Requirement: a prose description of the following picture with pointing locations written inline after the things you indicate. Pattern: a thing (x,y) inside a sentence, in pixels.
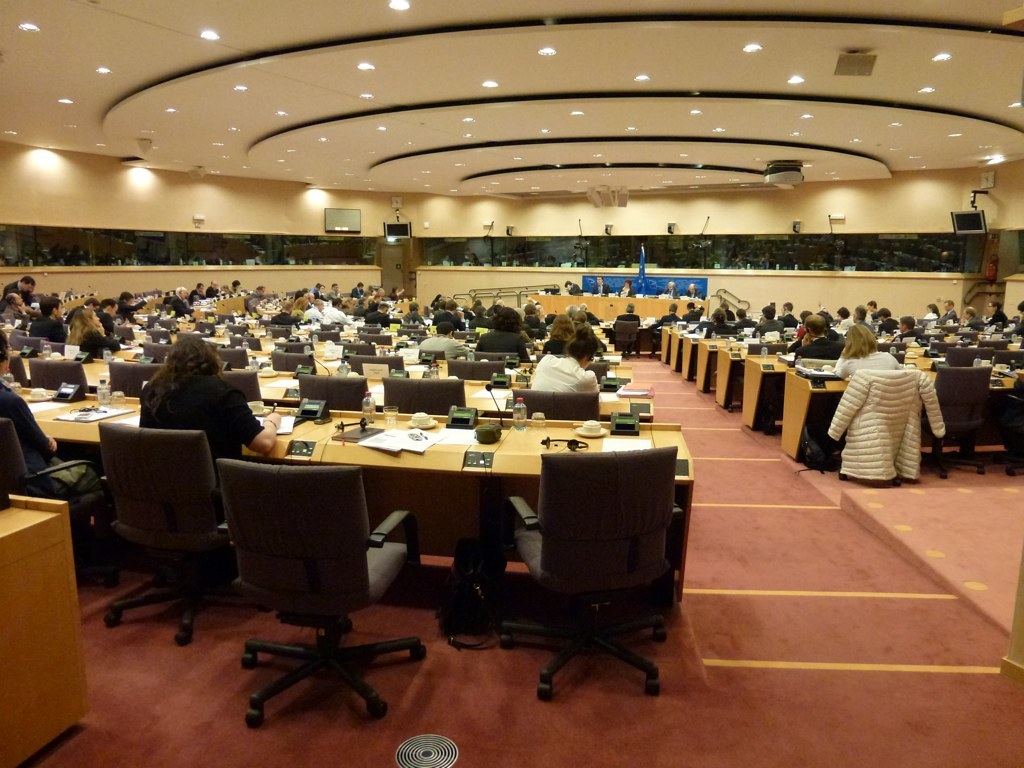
In the image we can see group of persons (845,360) were sitting on chair (131,433) around the table (523,459). On table (510,451) we can see some objects (492,386) like paper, tab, headphones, cup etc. On the back (772,216) we can see wall (676,210) and some more tables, chair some objects (705,222) around them.
